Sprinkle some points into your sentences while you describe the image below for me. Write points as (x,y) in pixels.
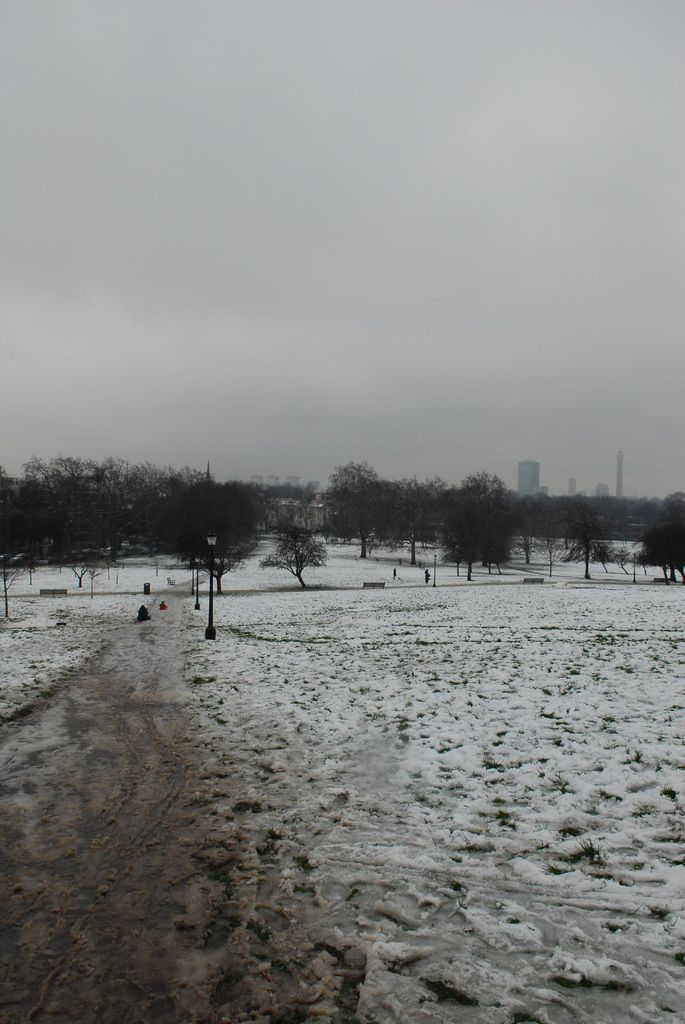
This image consists of trees (12,542) in the middle (291,560). There are buildings (526,494) in the middle (289,510). There is ice (400,761) in this image. There is sky (331,263) at the top (253,312).
